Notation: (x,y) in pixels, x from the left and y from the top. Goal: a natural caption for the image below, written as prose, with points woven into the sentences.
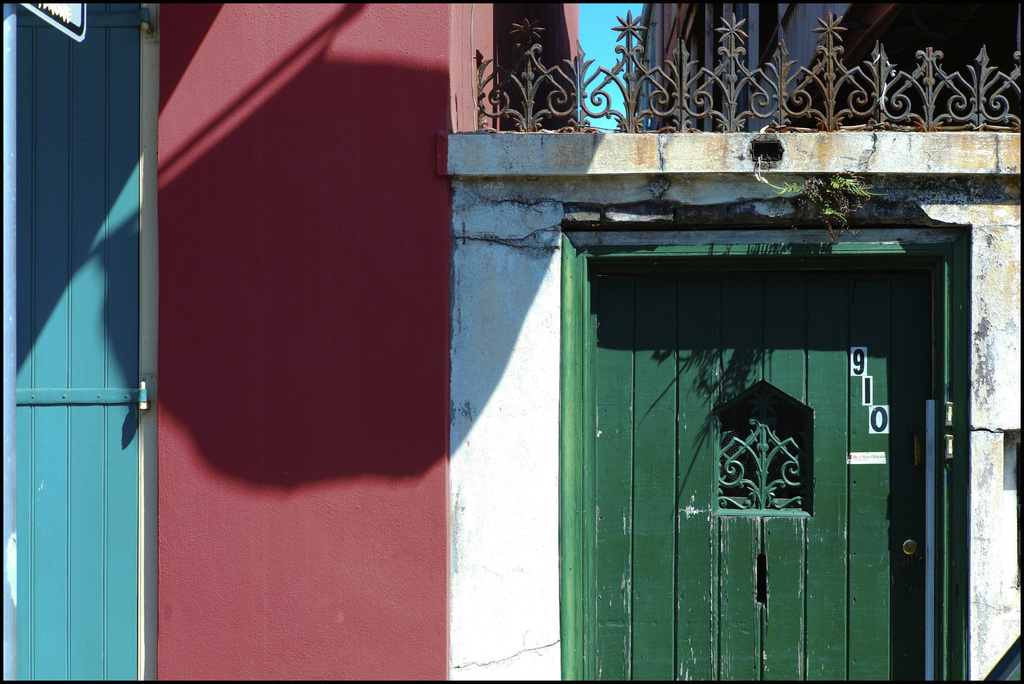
In this image I can see the door (649,422) in green color and I can also see few buildings (373,25) in pink and brown color. In front (929,100) I can see the railing (648,77) and I can also see the sky (587,90) in blue color.
